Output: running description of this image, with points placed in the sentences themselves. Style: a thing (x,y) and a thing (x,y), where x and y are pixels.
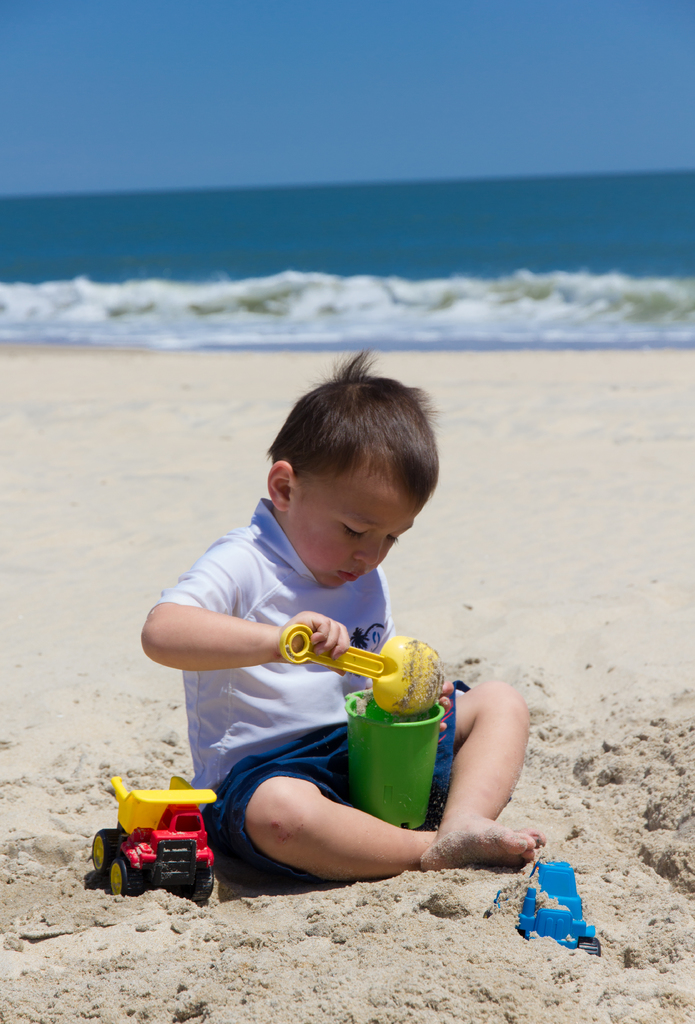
In this image, we can see a kid (476,795) holding some objects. We can see the ground (455,926) with sand (512,921) and some toys (162,831). We can also see some water (259,276) and the sky (328,70).
